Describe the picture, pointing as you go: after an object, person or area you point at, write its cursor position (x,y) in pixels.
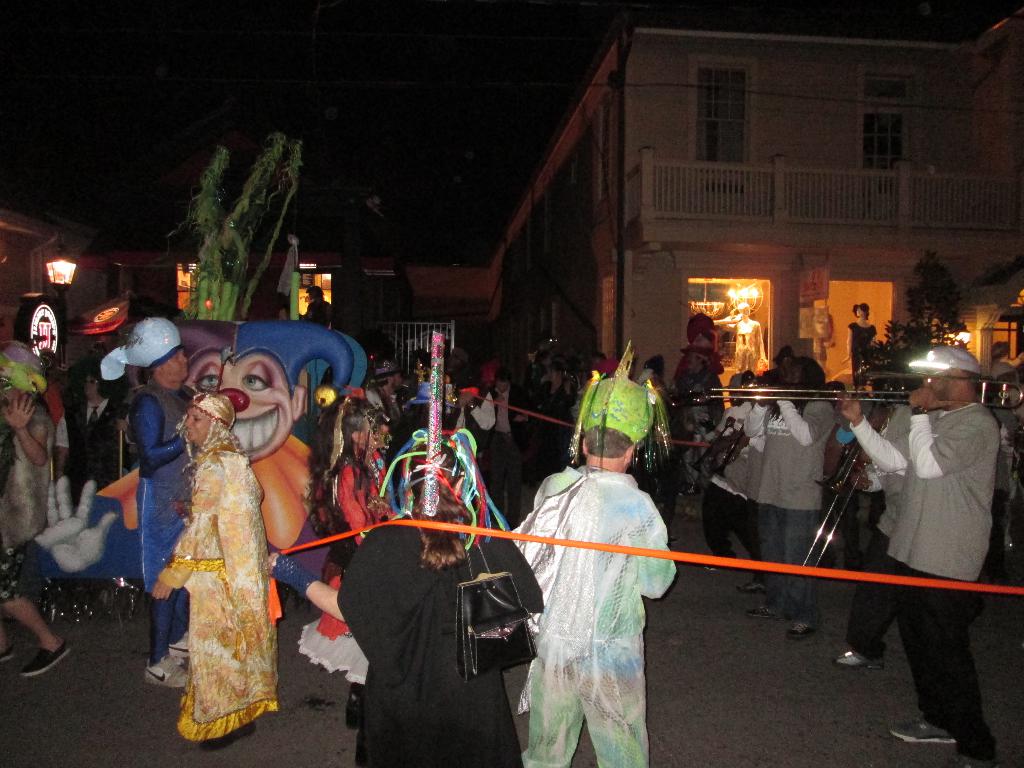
In the image in the center (356,502), we can see a few people (257,557) are standing and they are holding some musical instruments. And we can see they are in different costumes (943,488). In the background (524,98) we can see the sky (380,36), buildings (982,155), lights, mannequins (744,316) etc.
